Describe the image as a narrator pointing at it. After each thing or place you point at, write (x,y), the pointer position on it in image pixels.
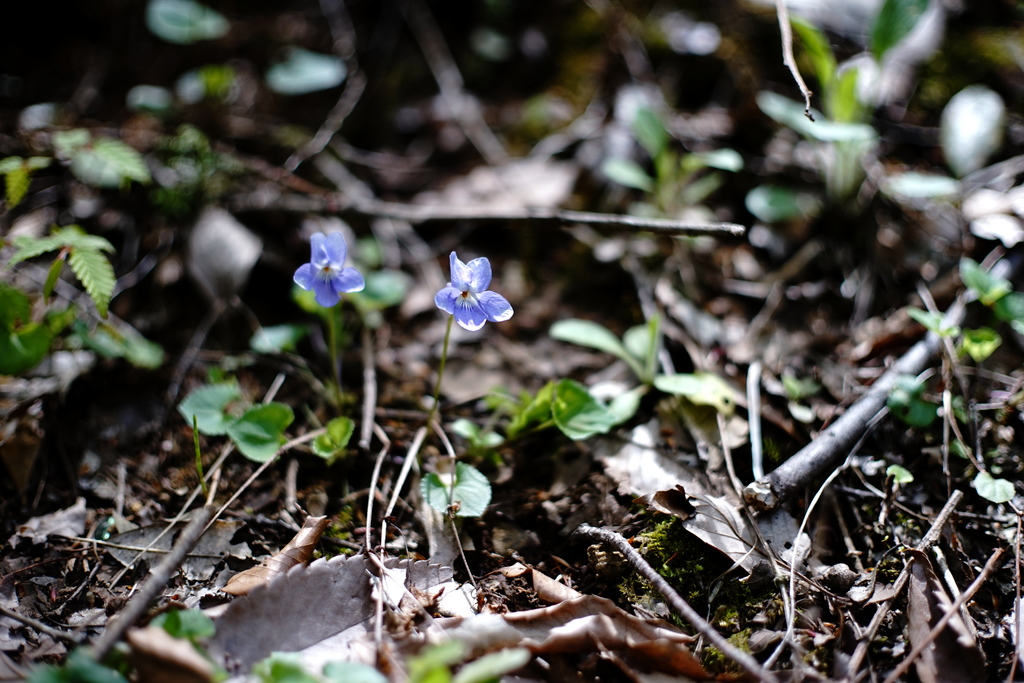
In this picture we can see some plants (204,390) and leaves (122,170), there are two flowers (473,322) in the middle (452,299).
